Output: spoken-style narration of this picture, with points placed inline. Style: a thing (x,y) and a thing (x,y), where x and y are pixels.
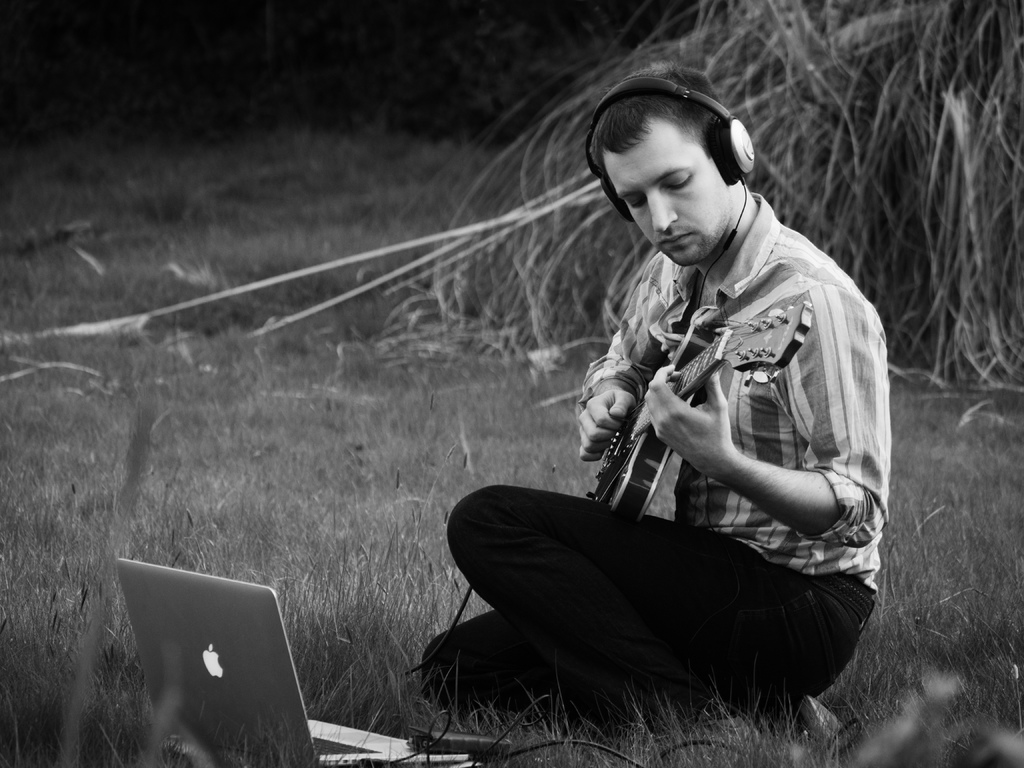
There is a man (771,582) sitting on grass (216,460) playing a guitar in front of laptop (258,676).
